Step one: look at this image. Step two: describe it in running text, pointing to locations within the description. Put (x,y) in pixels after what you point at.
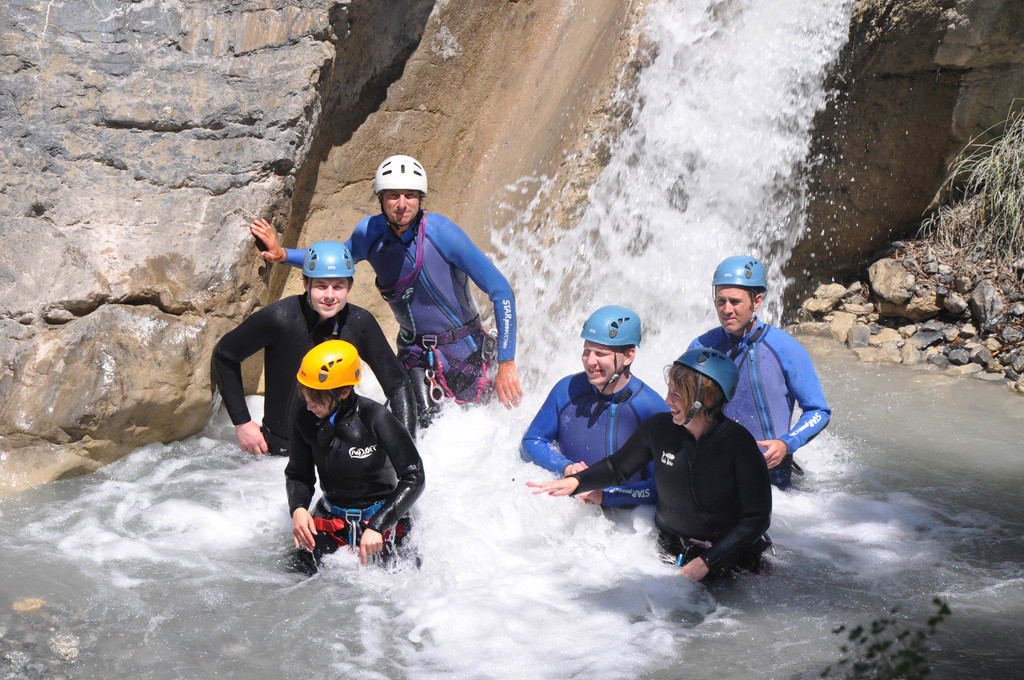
In this image we can see a waterfall (665,210). At the bottom (708,474) there are people (695,456) standing. In the water (569,505) in the background (174,165) there are rocks (406,129).
